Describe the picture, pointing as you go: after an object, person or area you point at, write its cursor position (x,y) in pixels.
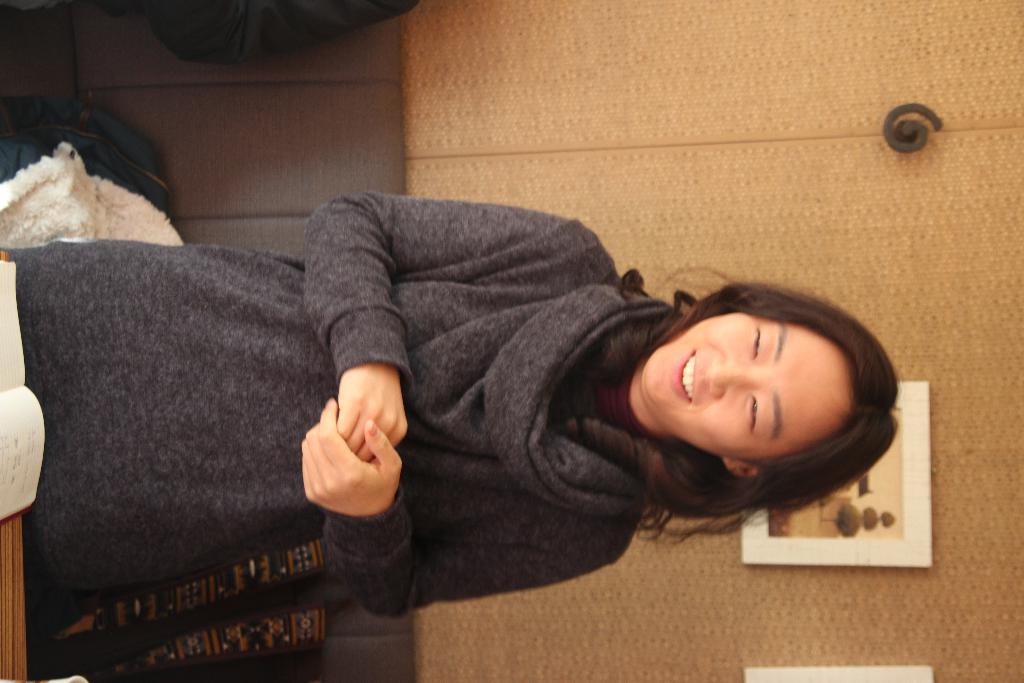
In this image I can see a person (551,384) wearing black color dress (457,318) is standing in front of a table (21,643) which is brown in color and on the table (19,560) I can see a book (22,407). In the background (432,125) I can see the brown colored wall (680,129), a bag (123,134), a person (269,10) sitting, the couch (279,110) and a photo frame (911,512) attached to the wall (856,636).
